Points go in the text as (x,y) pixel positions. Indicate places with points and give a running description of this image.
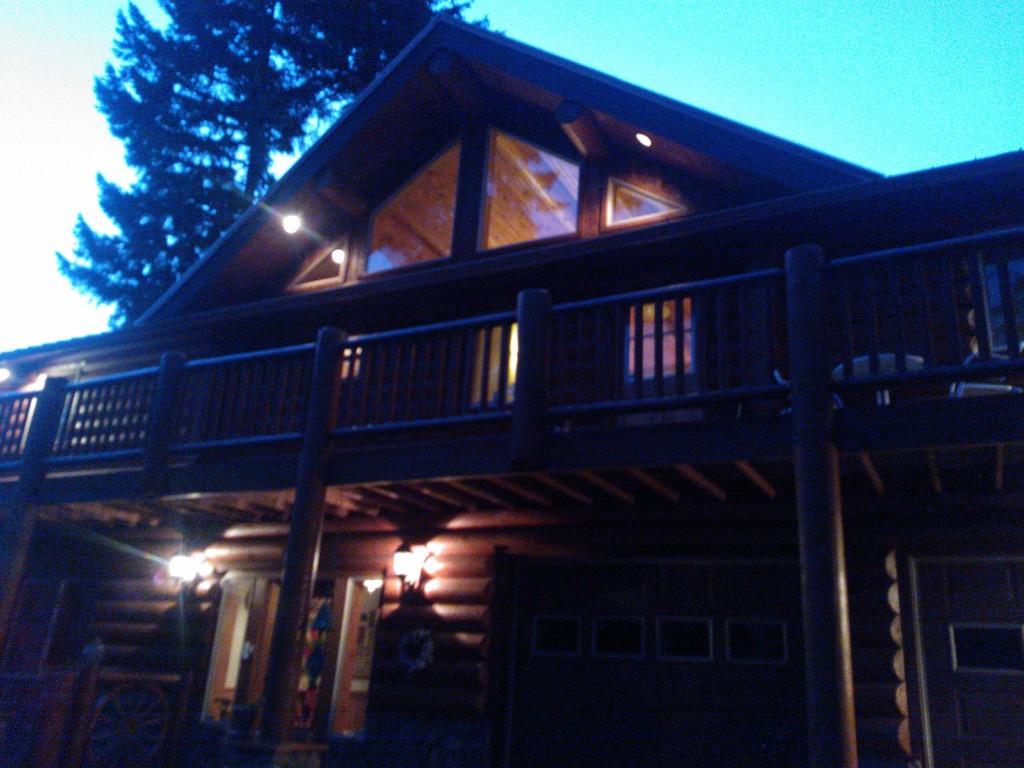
In this image there is a wooden house (503,607). There are lights (415,547). There is a tree (306,51) on the background (306,51). There is a sky (943,151).
